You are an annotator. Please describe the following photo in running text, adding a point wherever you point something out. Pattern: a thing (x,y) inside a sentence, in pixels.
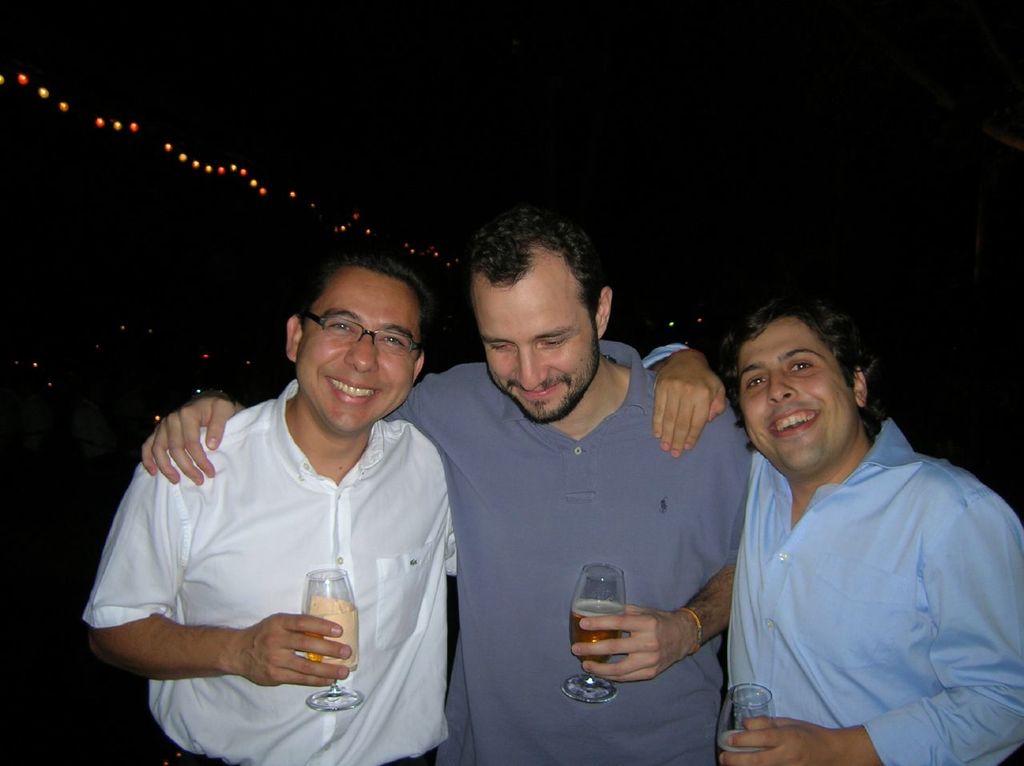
There are three men (521,400) standing and holding glasses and smiling. In the background (762,232) it is dark and we can see lights (25,82).
